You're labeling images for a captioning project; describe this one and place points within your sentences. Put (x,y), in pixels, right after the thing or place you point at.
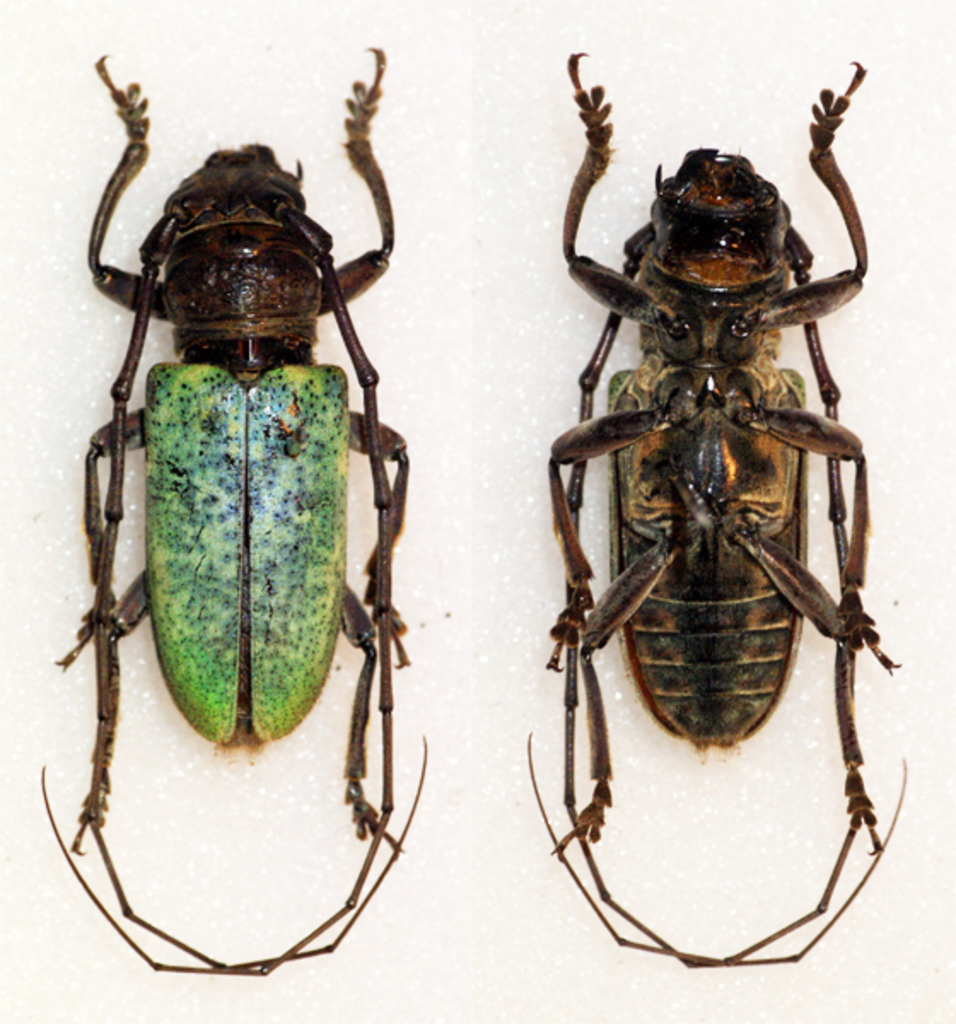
In this image there are two views of a beetle (385,561) on a white surface (913,115).
